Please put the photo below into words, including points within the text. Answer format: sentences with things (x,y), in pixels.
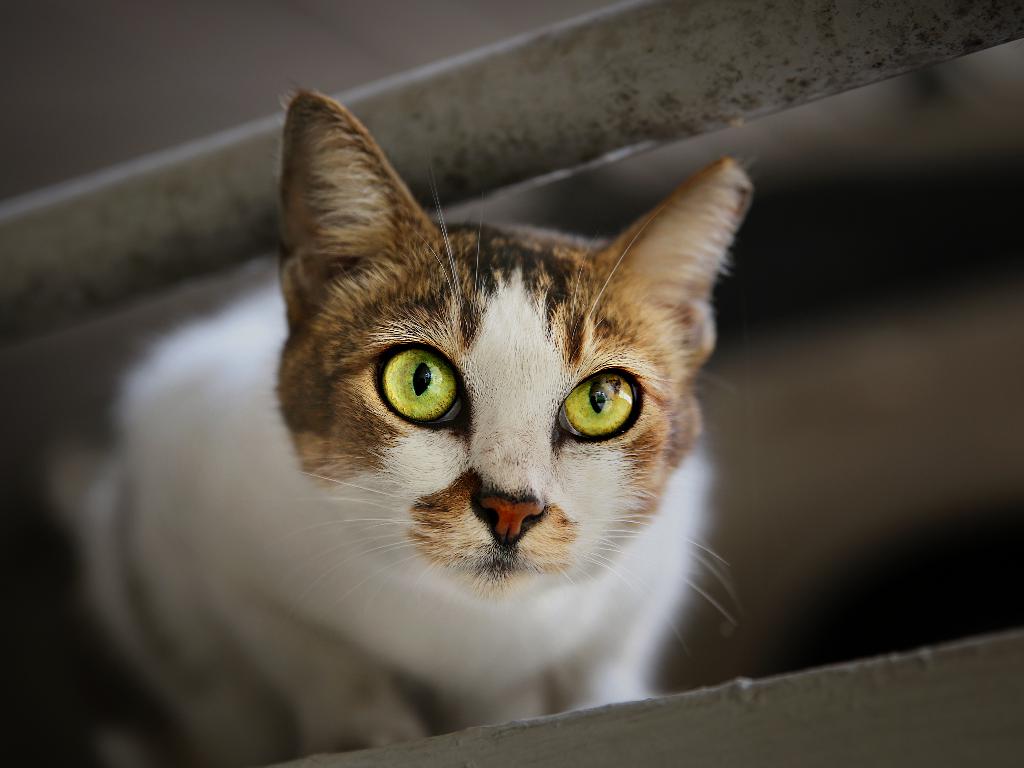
In this picture I can see a cat (331,457) in front (322,395) which is of white, brown and black in color and I see that it is blurred in the background (880,166).
